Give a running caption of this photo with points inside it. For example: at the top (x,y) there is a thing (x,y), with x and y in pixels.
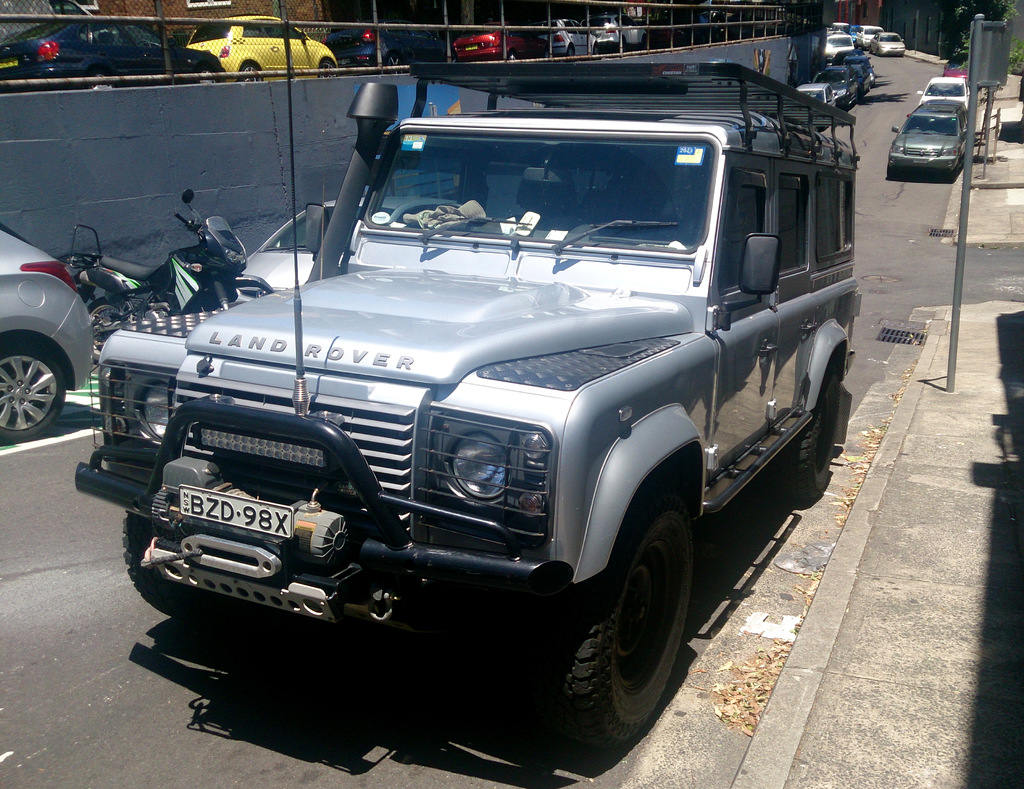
In this image we can see a group of vehicles (580,176) on a surface (861,245). On the right side (979,22), we can see a pole (964,205) on the surface (843,446). Behind the vehicles (249,277) we can see a wall (158,152) and a fencing (575,1). At the top (599,40) we can see a group of vehicles (395,55). In the top right corner (1005,11) we can see trees (990,14) and a fencing (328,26).
